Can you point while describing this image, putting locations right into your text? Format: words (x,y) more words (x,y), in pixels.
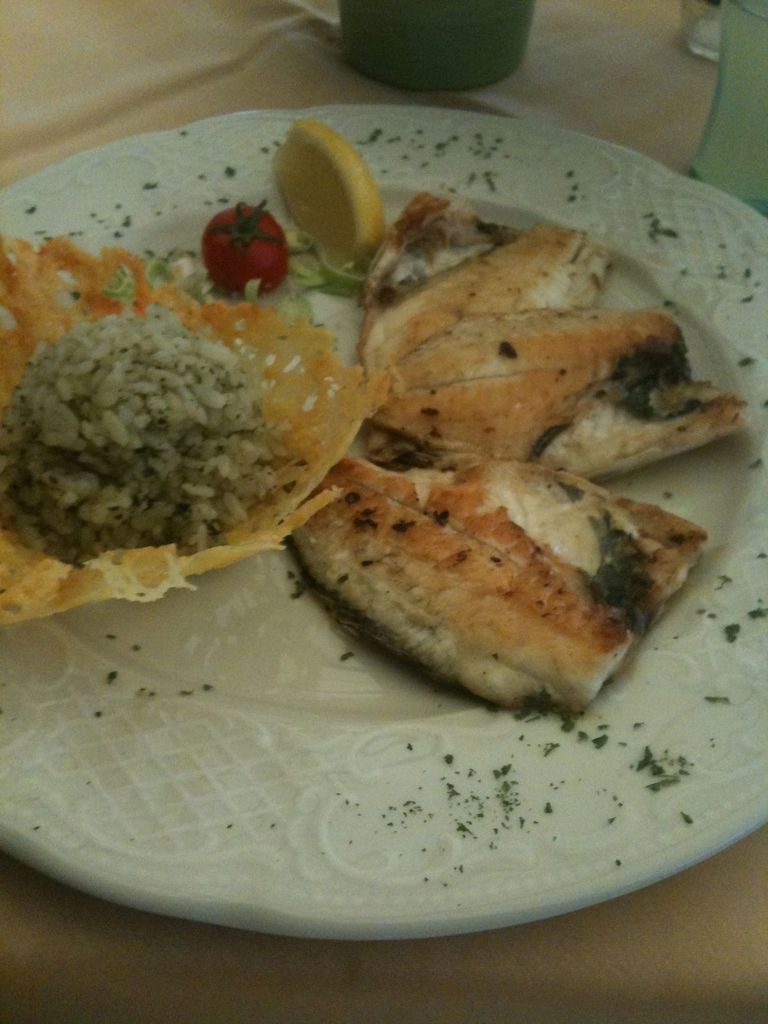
In this image we can see some food items (369,499) on the plate (333,310), also we can see a lemon slice (373,228), and a tomato (229,219), there is a glass (739,159), and another object (458,52) beside to it.
